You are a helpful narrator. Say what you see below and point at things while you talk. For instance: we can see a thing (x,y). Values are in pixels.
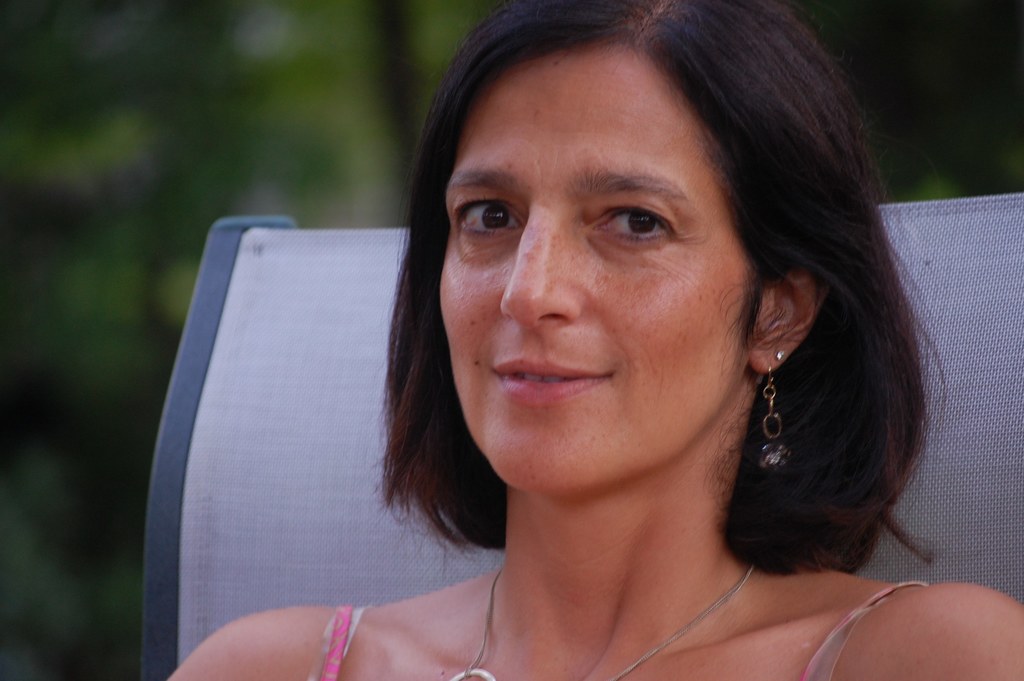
In this picture we can see a woman (729,415) smiling and at the back of her we can see an object (953,302) and in the background (228,165) it is blurry.
